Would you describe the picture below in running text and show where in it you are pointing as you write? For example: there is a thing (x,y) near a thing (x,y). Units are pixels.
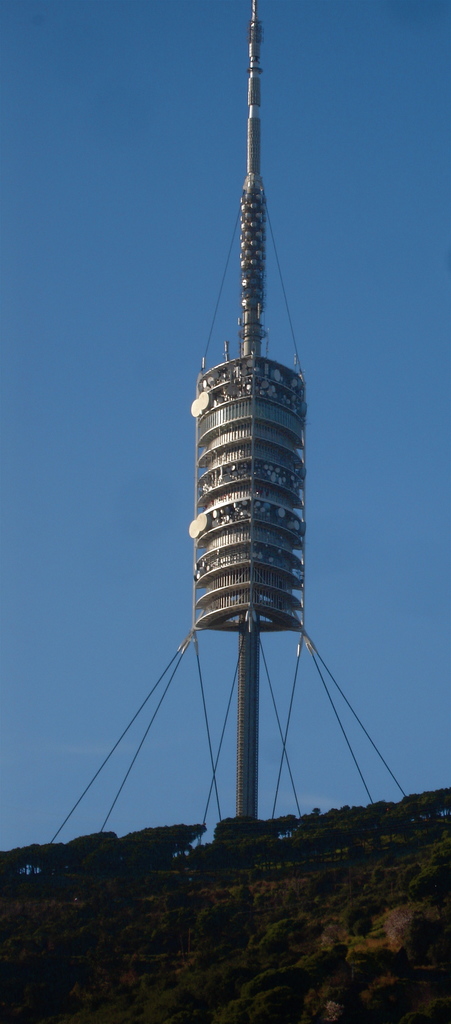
In the background (373,177) we can see the sky (420,275). In this picture we can see a tower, trees (331,884), plants (309,943) and ropes (216,789).
